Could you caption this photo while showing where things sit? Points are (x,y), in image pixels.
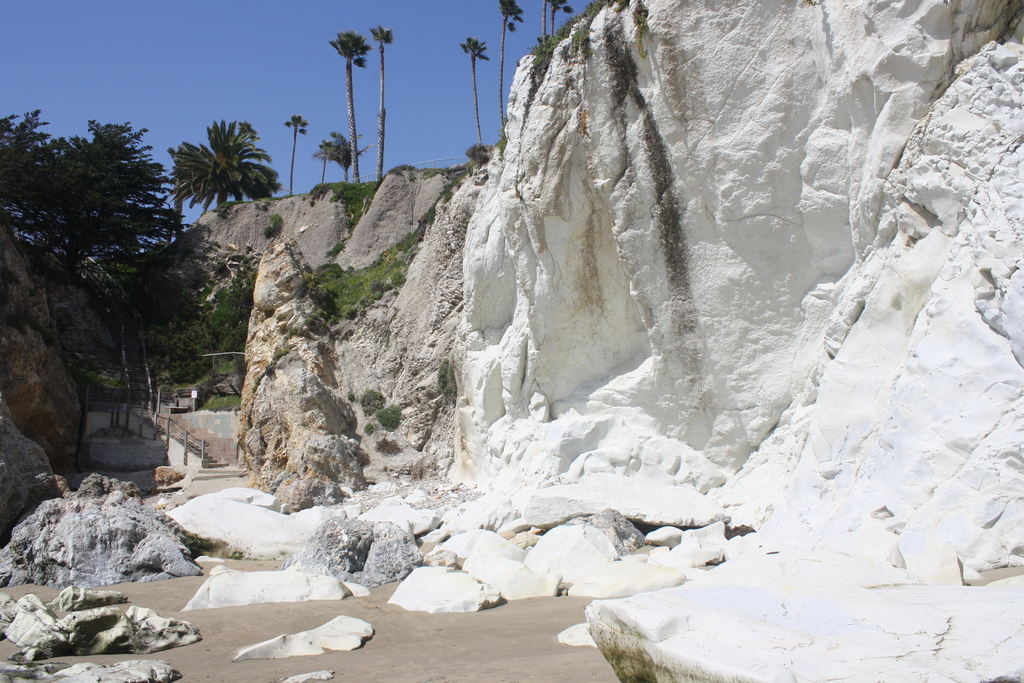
In this image there is the sky (216,49), there are trees (295,139), there is a rock (567,316) truncated towards the right of the image (930,172), there are objects (127,555) on the ground (271,623), there is a tree (78,185) truncated towards the left of the image (96,202), there are rocks (57,340) truncated towards the left of the image (17,302), there are staircase (185,442), there is board (189,393), there are plants (372,292).
